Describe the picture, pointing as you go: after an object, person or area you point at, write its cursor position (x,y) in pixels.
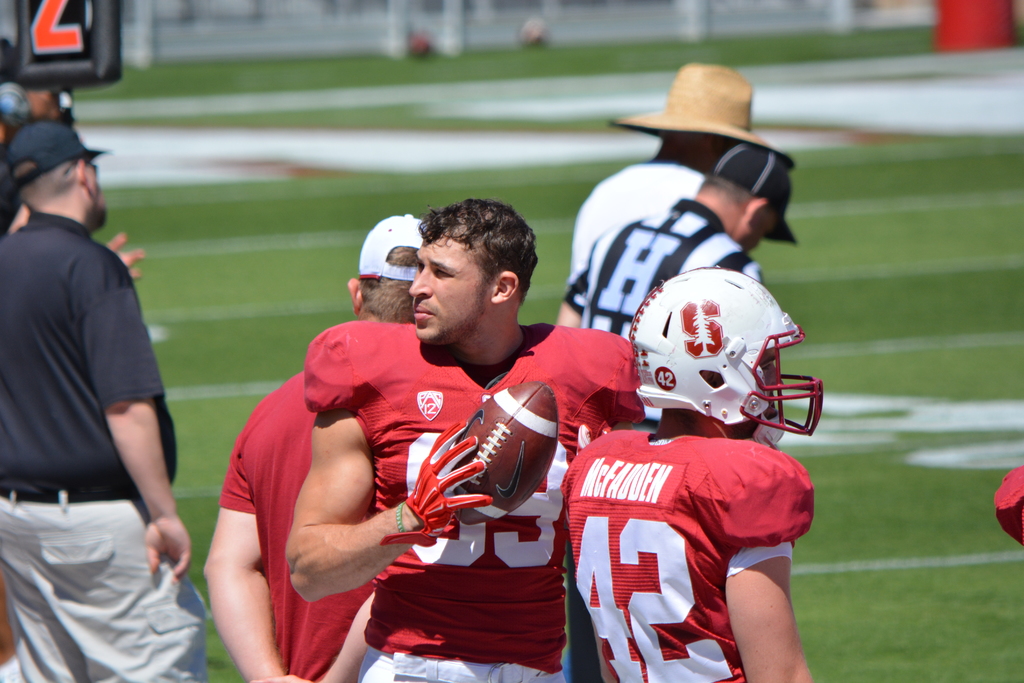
In this image we can see many people (440,366). Some are wearing caps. One person (657,204) is wearing hat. Another person (722,353) is wearing helmet (667,391). One person (456,457) is wearing glove (447,466) and holding ball (493,432). On the ground (851,482) there is grass (874,492). In the background (524,75) it is blur.
